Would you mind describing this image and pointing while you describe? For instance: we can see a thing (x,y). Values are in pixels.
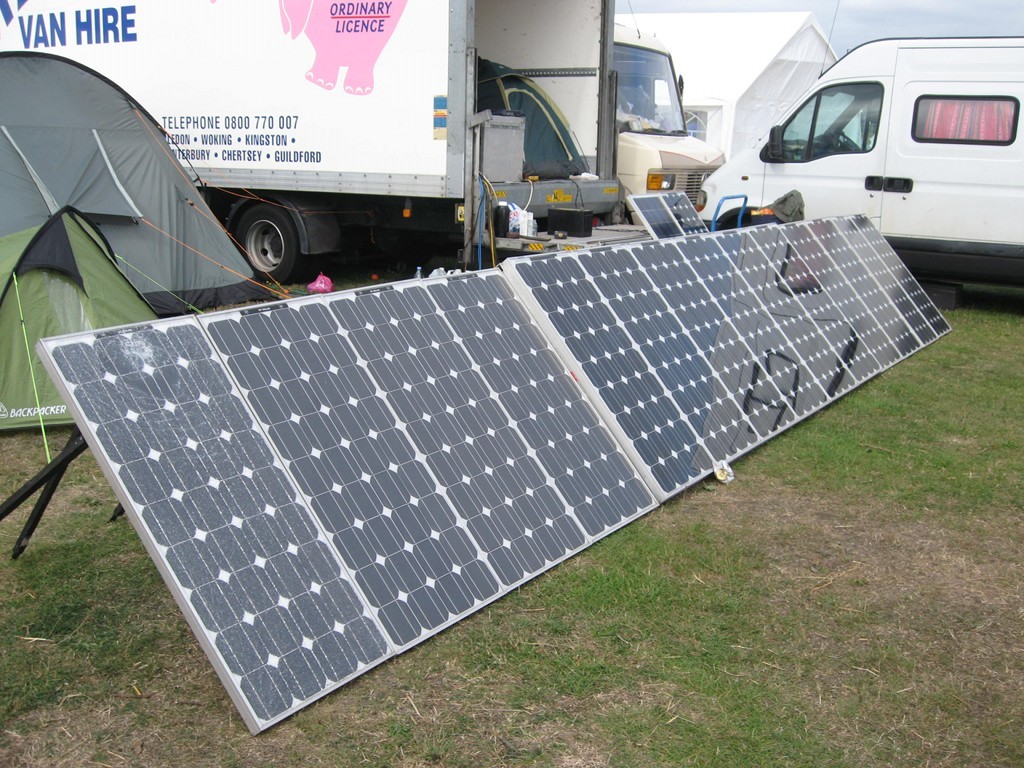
In the foreground of this image (737,417), there are solar panels (680,378) on the ground (605,592). Behind it, there are two vehicles (850,140), few objects (552,224) and a tent (109,239). In the background (672,131), there is another vehicle (674,117), a white tent (750,69) and the sky (866,28).
